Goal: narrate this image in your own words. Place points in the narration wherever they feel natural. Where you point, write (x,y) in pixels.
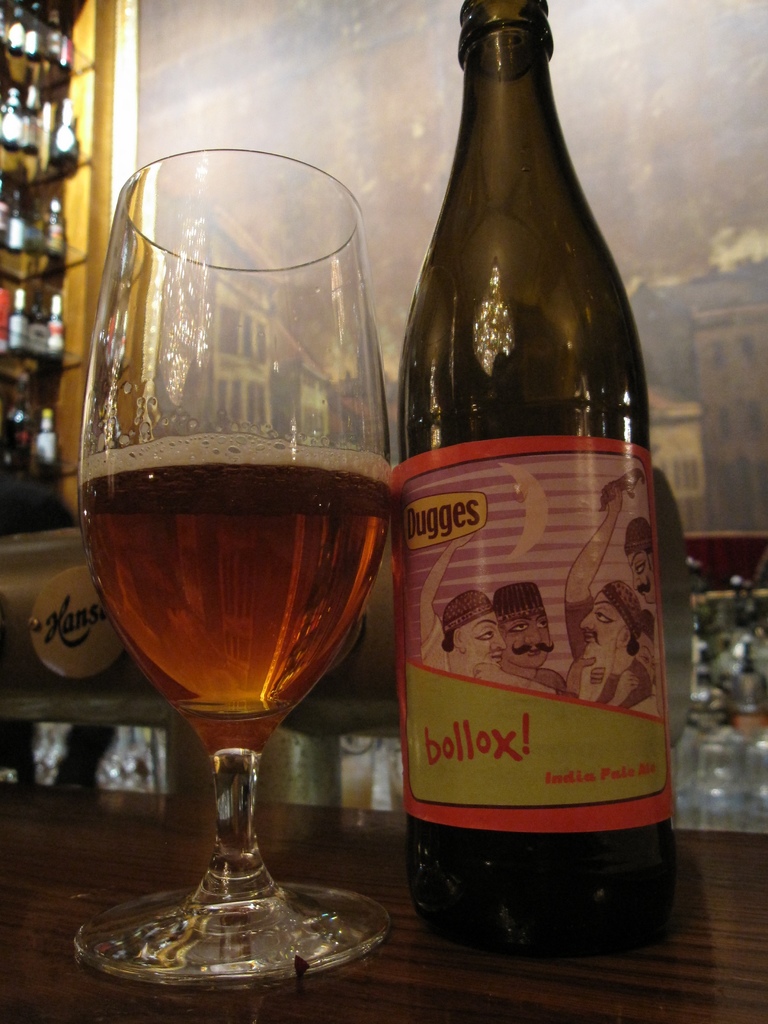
In this Image I see a glass (292,179) and a bottle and In the background (6,3) I see lot of bottles (2,15).
